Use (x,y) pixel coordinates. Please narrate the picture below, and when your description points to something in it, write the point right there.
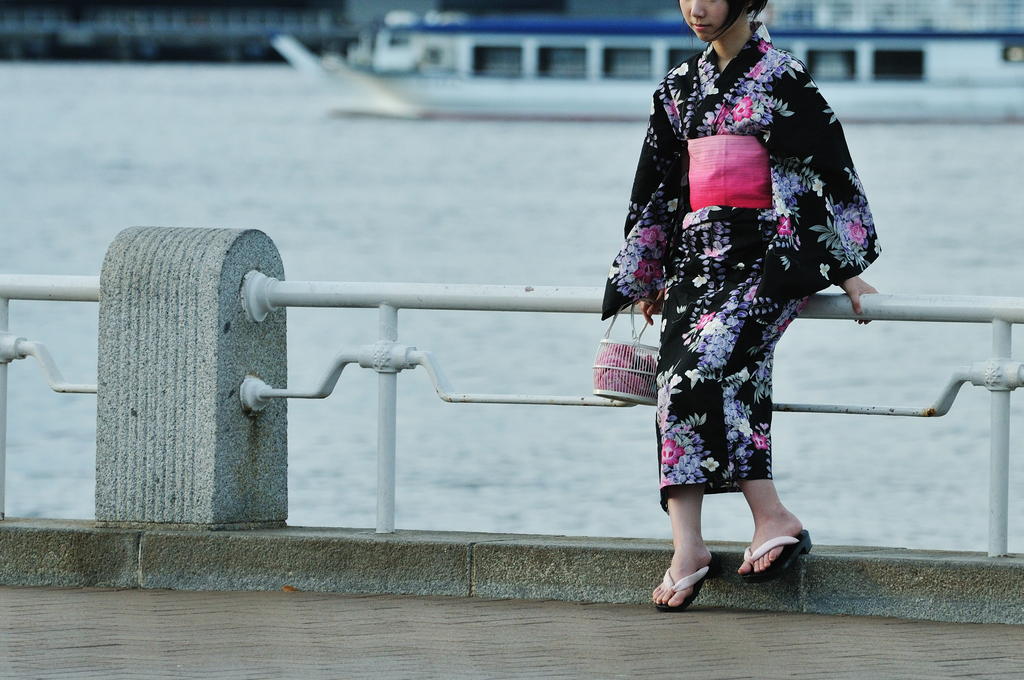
In this image there is a lady (729,4). There is a railing (413,295). In the background of the image (539,25) there is a ship (525,25). There is water (385,201). There is road (434,598).
